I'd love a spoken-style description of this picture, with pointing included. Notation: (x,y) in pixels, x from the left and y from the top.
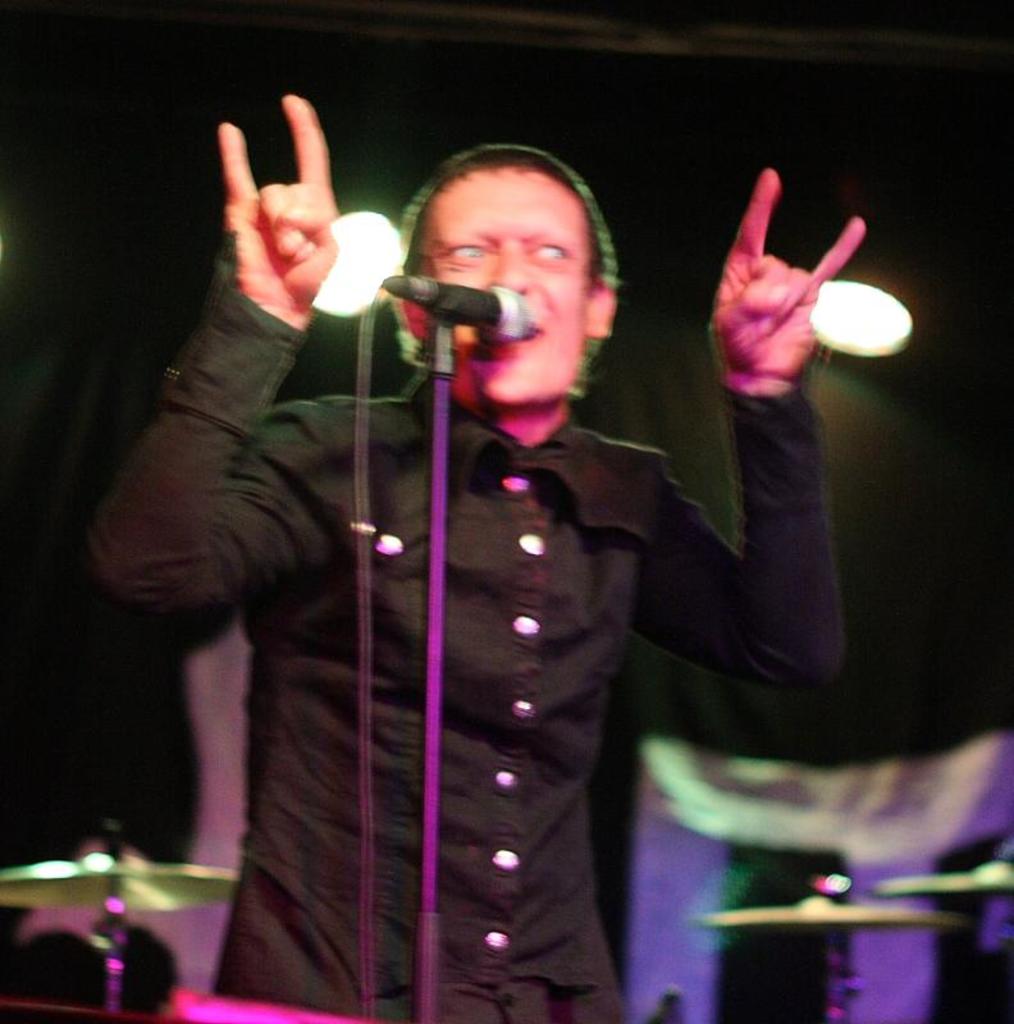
In this image a man (503,542) is standing in front of the mic (516,304) and is giving some expressions raising his hands (319,251). In the background (119,905) there are some musical instruments (113,890) and spotlights (372,254).
